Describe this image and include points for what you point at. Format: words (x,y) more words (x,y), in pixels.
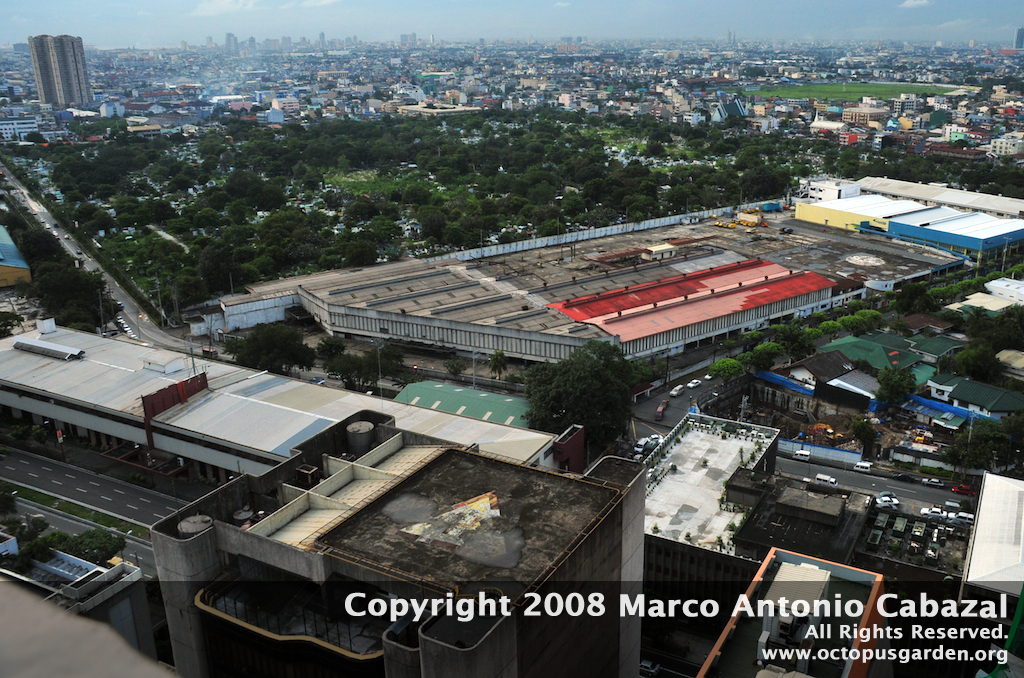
In this picture we can see so many buildings (396,424), trees (41,538) and road (121,485), this picture is taken from the top view.
